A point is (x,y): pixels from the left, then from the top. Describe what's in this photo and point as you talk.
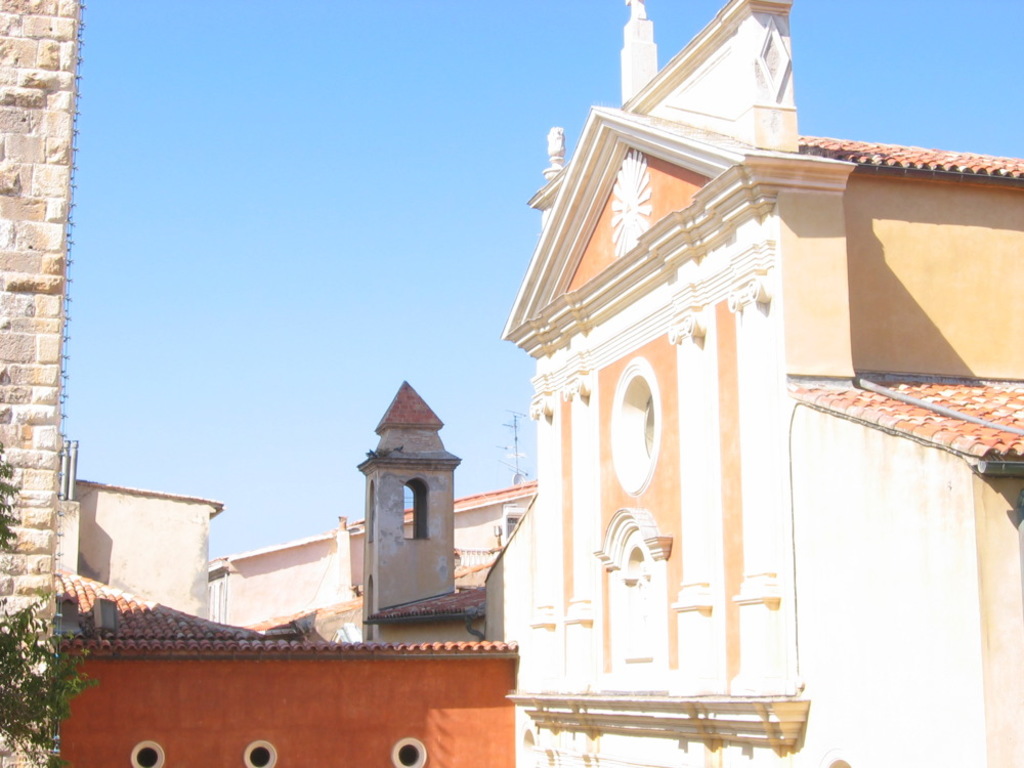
There are buildings (571,452). On the left side (46,241) there is a brick wall (38,302). Near to that we can see branch (35,634) of a tree (15,662). In the background (235,159) there is sky (341,126).
